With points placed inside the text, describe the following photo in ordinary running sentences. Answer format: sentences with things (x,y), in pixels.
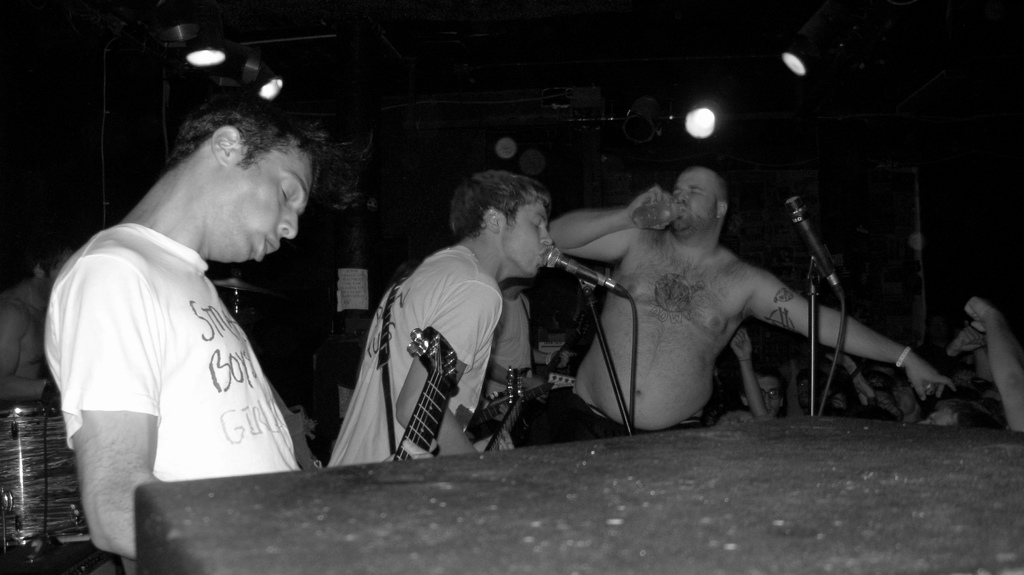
In this black and white image I can see three people (261,251) standing one person (287,187) on the left hand side (274,149) is holding a guitar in his hand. The person (544,212) in the center of the image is holding a guitar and kissing the mike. The person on the right hand side (711,233) is having a mike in front of him. He is holding a bottle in his hand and drinking. I can see other people (44,303) behind them. I can see some people (766,403) on the right hand side (991,335) and some lights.
